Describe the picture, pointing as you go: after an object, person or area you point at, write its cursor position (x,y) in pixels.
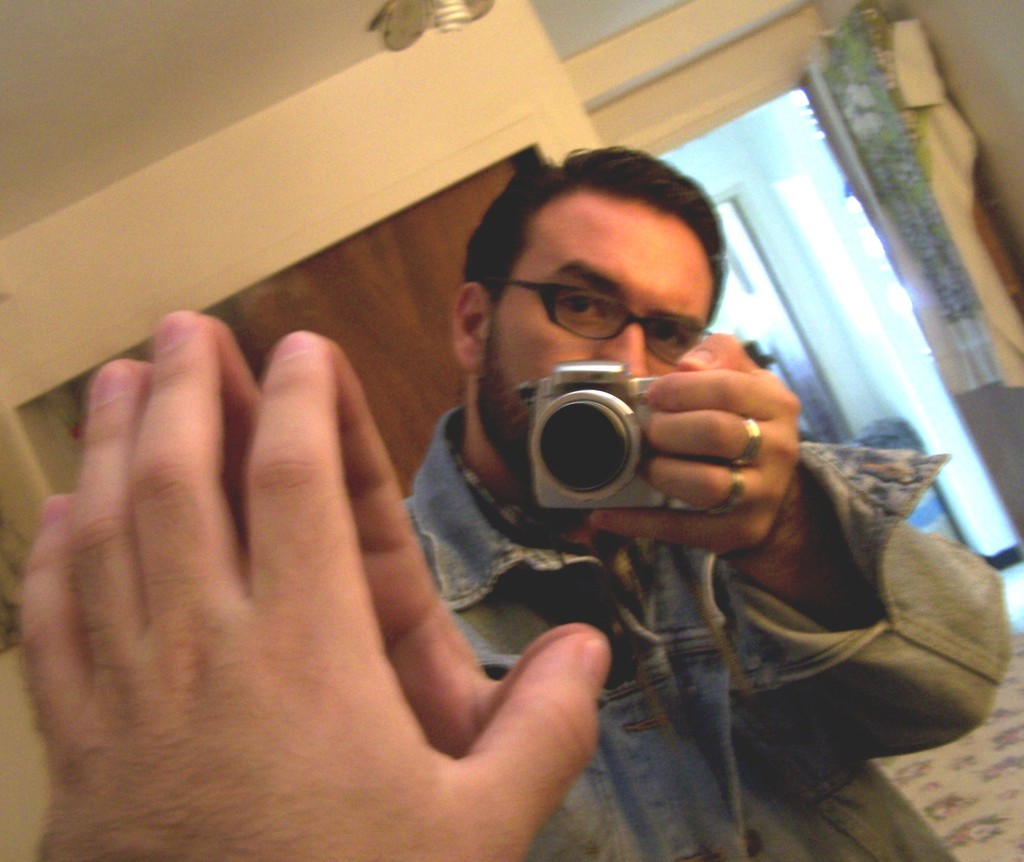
A man (674,654) with shirt (711,706) is standing and take a picture in front of the mirror (384,559). He is holding a camera (624,453) in his hand (702,470). To the right top corner (920,273) there is a door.
